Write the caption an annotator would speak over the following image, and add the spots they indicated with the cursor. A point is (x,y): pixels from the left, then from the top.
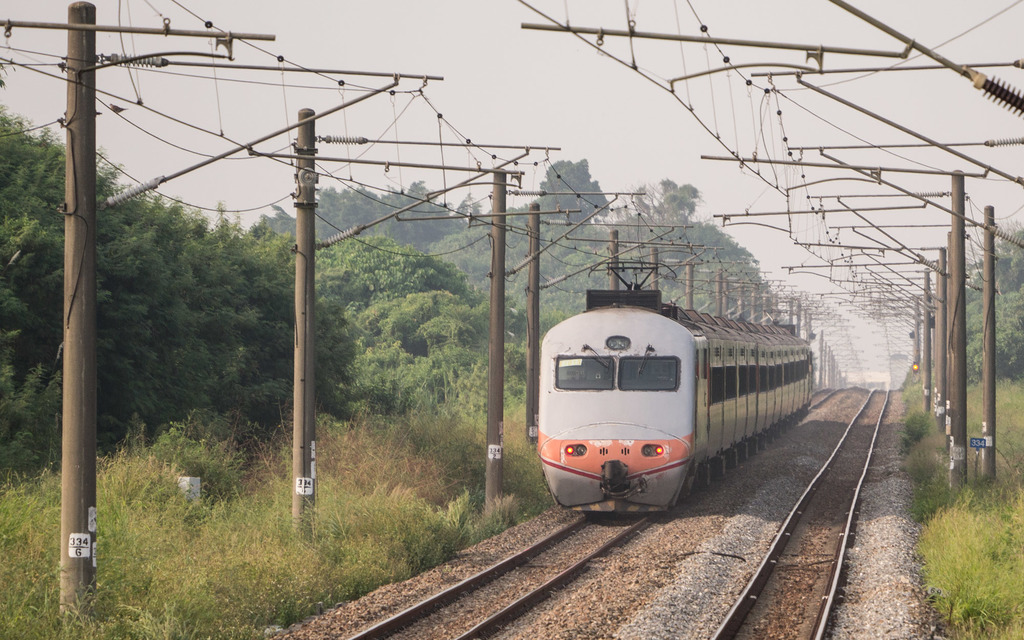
In the image there is a train (609,466) on the railway track (605,516) and around the train (608,451) there are many poles (988,397) and behind the poles (299,316) there are a lot of trees (61,256).
